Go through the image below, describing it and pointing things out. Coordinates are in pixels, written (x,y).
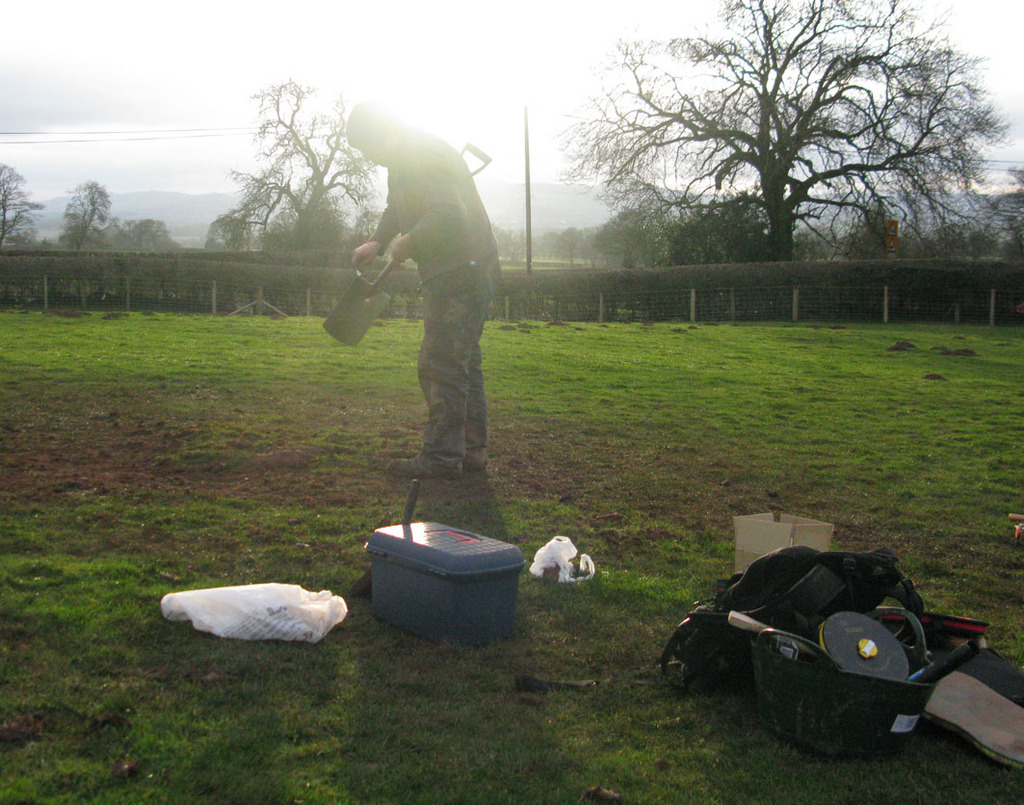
In this image I can see the person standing and holding some object (335,331). In front (302,626) I can see the cover (293,613) and I can see few objects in the bucket (815,739), background (119,68) I can see few bare trees (765,16), few poles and the sky (313,37) is in white color.
